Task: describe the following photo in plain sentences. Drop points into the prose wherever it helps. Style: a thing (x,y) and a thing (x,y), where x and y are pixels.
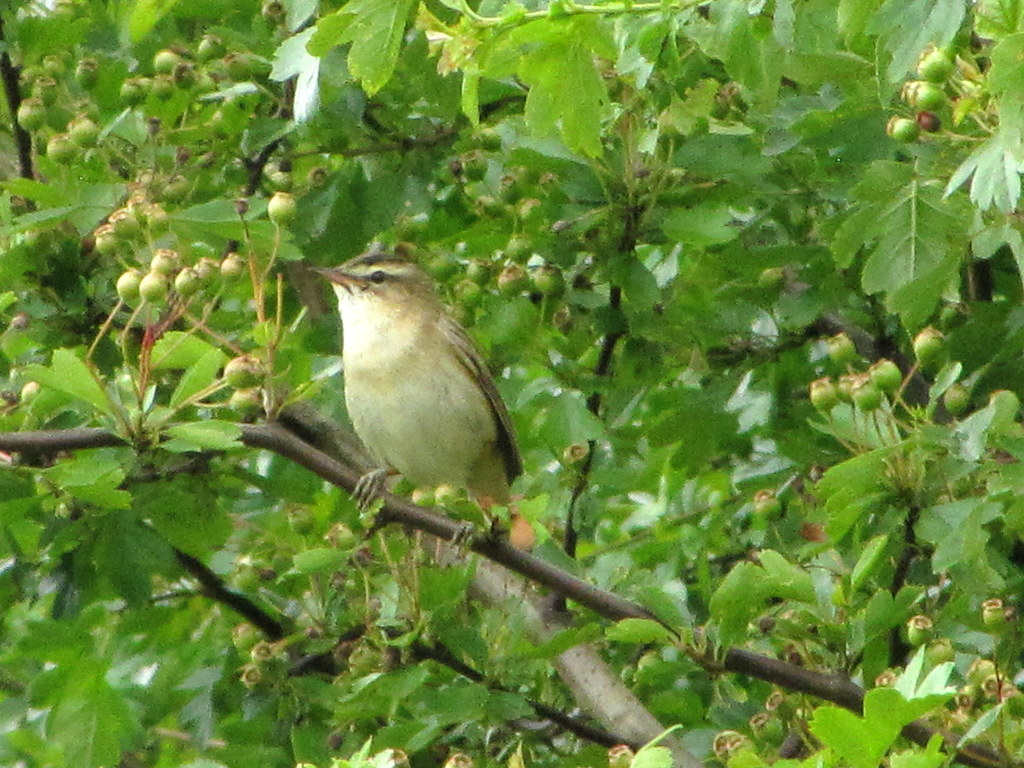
In this picture I can see a bird (469,364) on the tree branch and I can see leaves (603,269) and few buds (188,274).
